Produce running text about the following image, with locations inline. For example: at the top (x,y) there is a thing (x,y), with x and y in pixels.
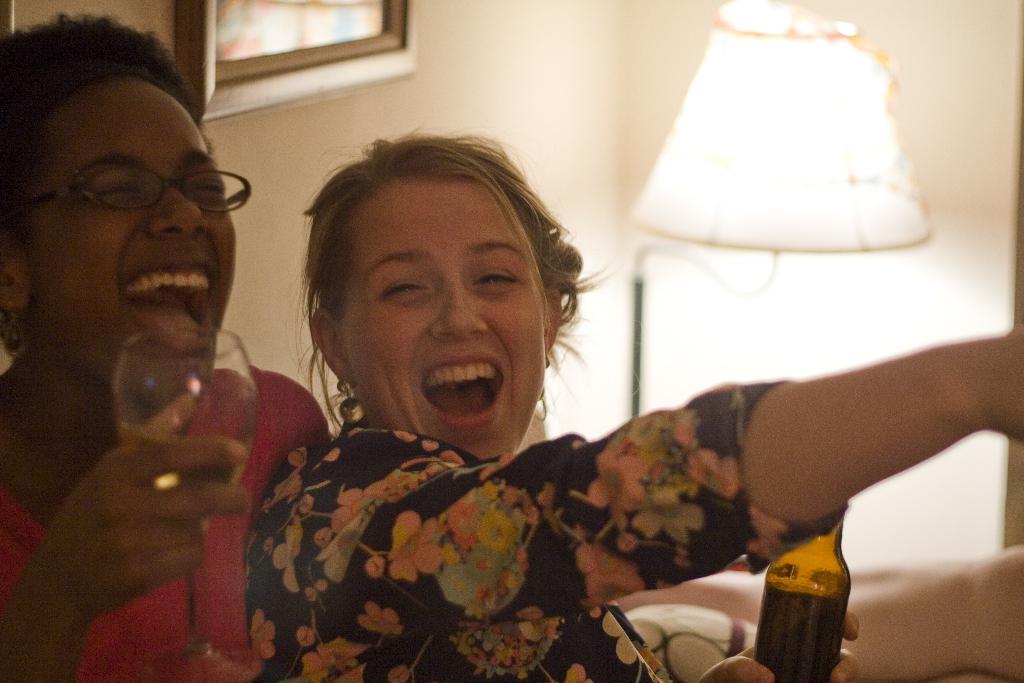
In this image we see two ladies (464,379) are holding a glass (142,408) and bottle (820,634) in their hands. In the background (766,131) we can see a photo frame (300,37) and lamp (723,178).
